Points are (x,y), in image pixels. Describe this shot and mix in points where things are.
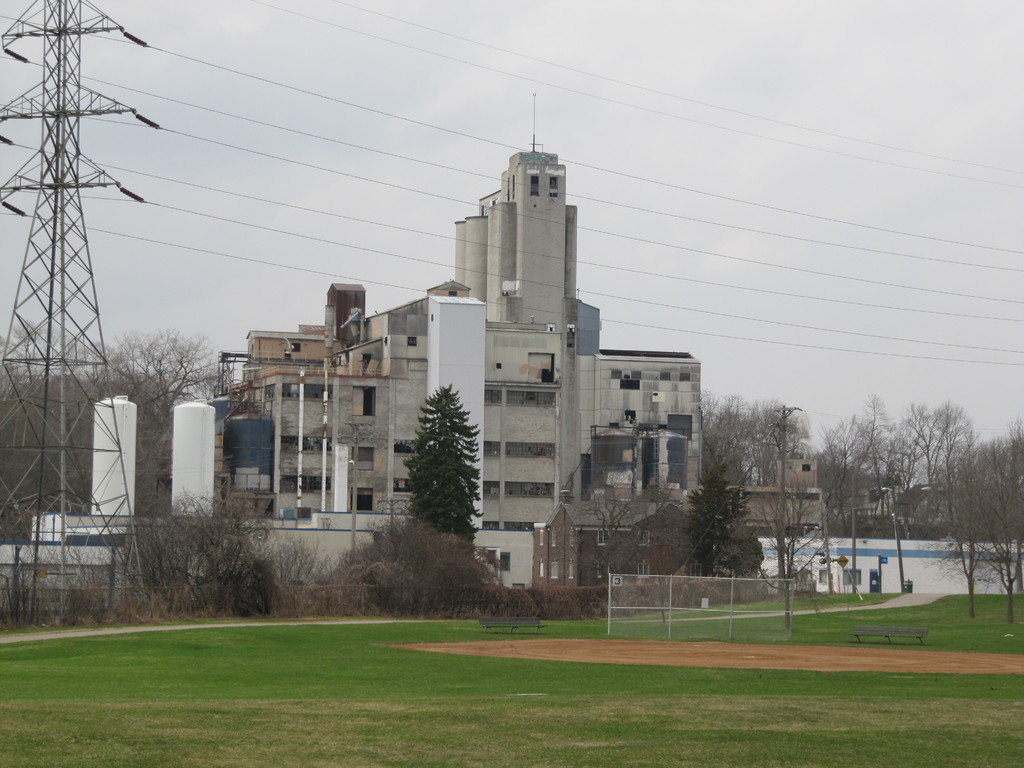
The picture is clicked outside. In the foreground (324,665) we can see the green grass (650,680). In the center (436,484) we can see the mesh (769,597), metal rods (697,609), bench (894,637), trees (1005,537), dry stems (336,575) and branches (997,502) of the trees (178,588). On the left (73,40) we can see a pole (62,74), and in the center (476,266) we can see the cables (635,270) and the buildings (412,431) and some objects (187,430) which seems to be the towers (193,415). In the background (412,116) we can see the sky (840,259), buildings (802,478) and the trees (966,477).
